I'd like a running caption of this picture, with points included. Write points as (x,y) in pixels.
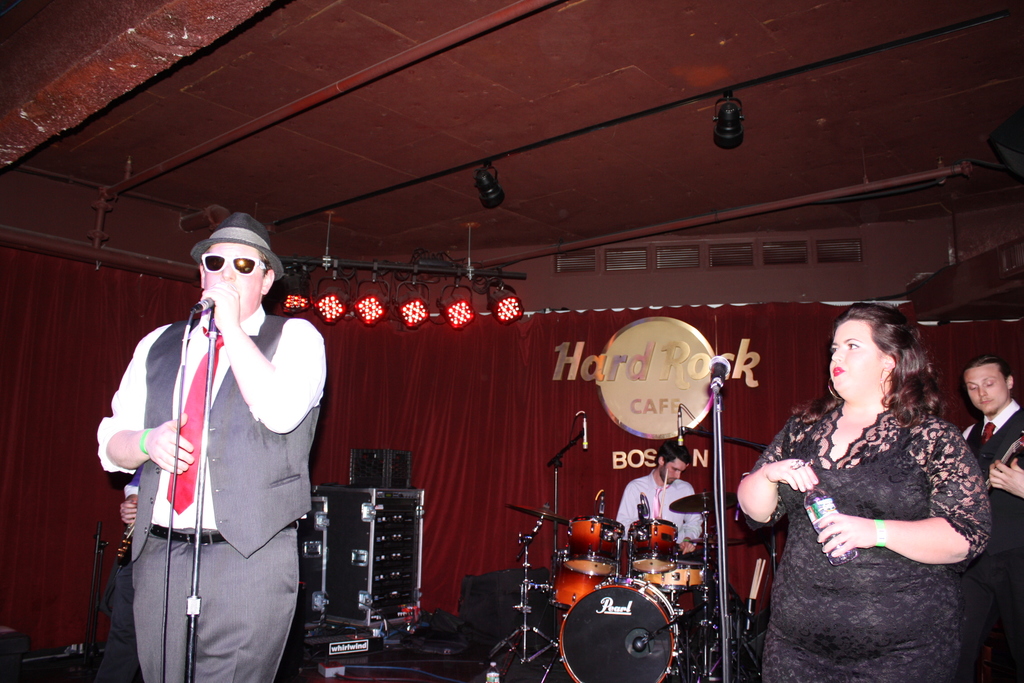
This is a concert. In this image there are group of persons (847,366) at the right side of the image (883,381) there is a woman (954,532) standing and holding a water bottle (842,558) in her hand (773,478) and at the left side of the image (265,430) standing wearing black color hat (240,222) and spectacles (253,258) holding a microphone (210,297) in his hand (227,298) and at the background of the image (678,476) there is a person (655,482) who is playing a musical instrument (637,529) and there are also lights (284,269) at the top of the image (495,204) and at the background of the image (478,414) there is a red color curtain (535,460) on which is written as hard rock cafe.
